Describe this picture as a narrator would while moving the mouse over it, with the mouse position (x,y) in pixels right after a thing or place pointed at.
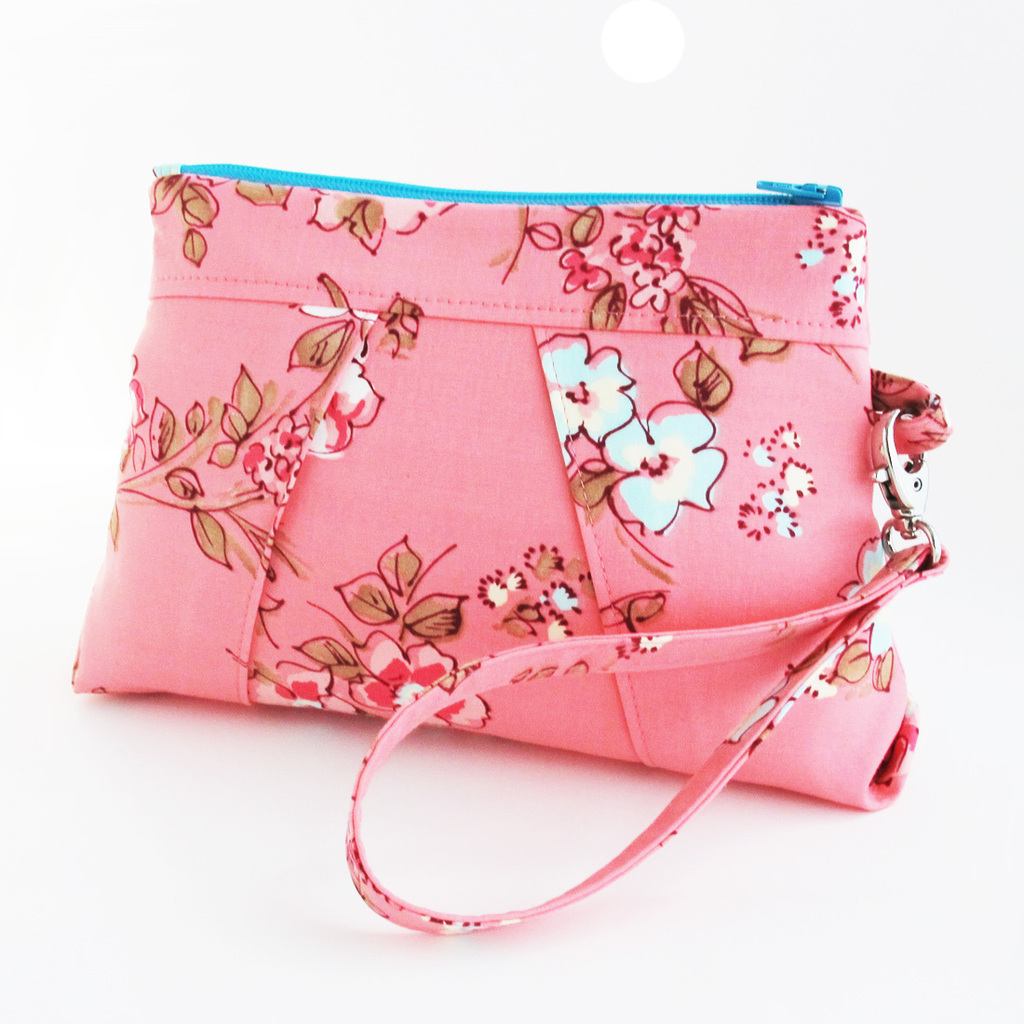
This is a pink color cloth bag (541,389) with a design (631,393) on it. This is a handle (911,562) which is attached to the bag (893,378). this is a blue color zip (460,192).
